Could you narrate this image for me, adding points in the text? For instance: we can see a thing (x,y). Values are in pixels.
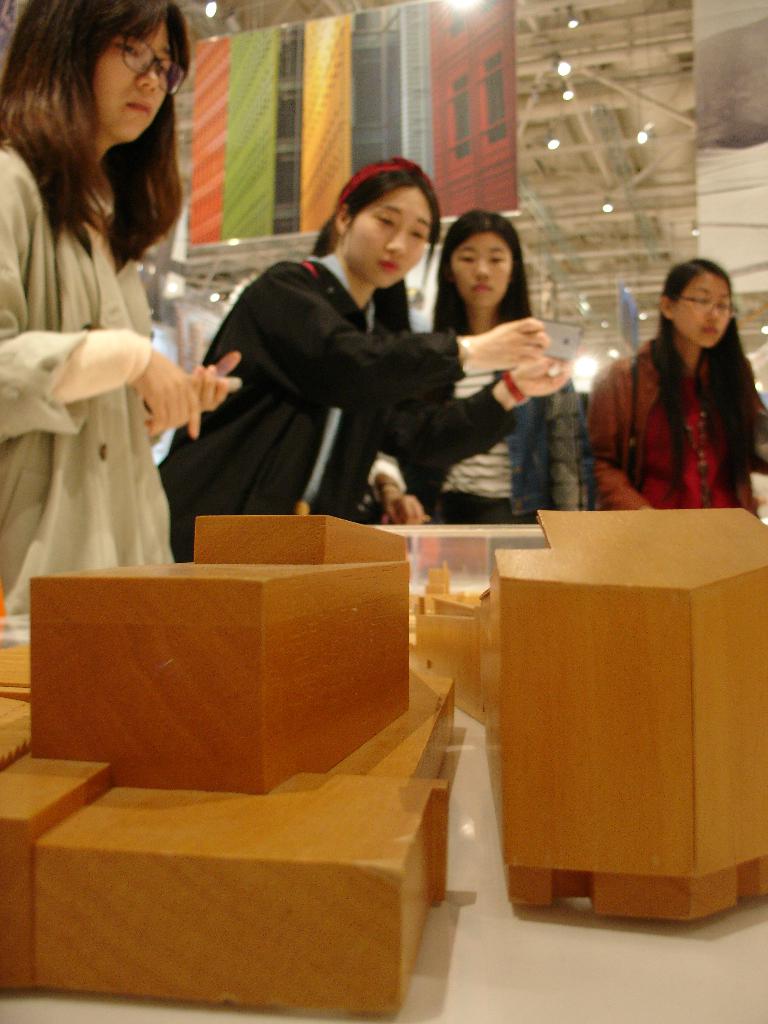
In this image there are women (530,353) standing. Bottom of the image (484,952) there is a table (476,974) having wooden objects (487,697). Middle of the image (324,371) there is a woman (384,352) holding a mobile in her hand (511,344). There are lights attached to the roof (647,84). There are banners (386,143) hanging from the roof (588,193).
